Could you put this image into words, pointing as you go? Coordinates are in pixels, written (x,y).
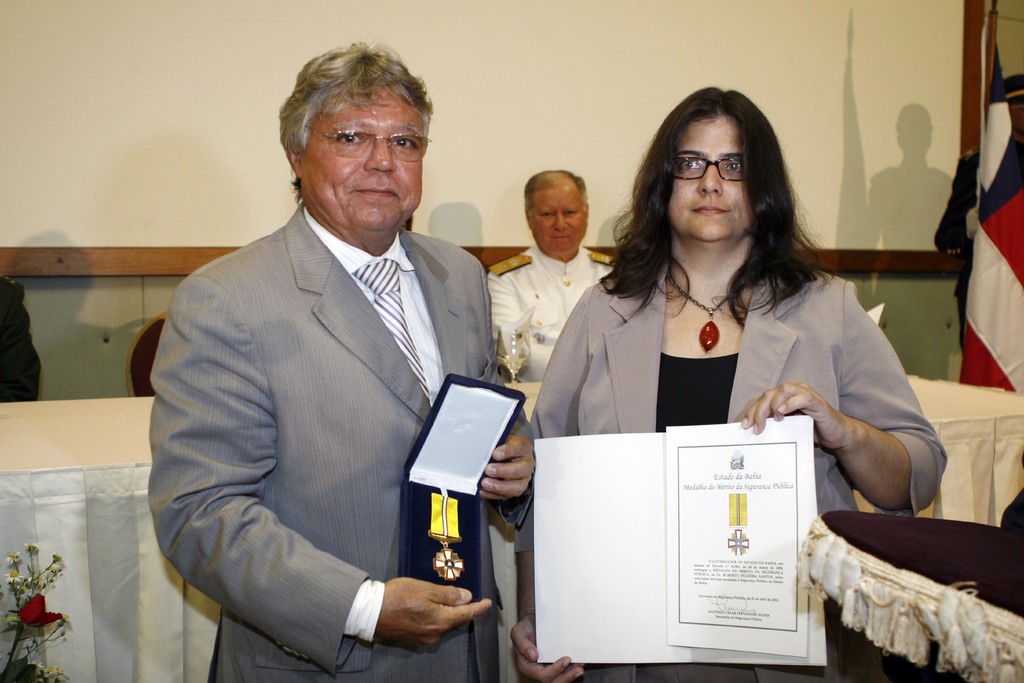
In the center of the image (451,356) we can see a man (406,387) is standing and smiling and holding a medal (455,531). And a lady (691,404) is standing and holding a certificate (688,590). In the background of the image (110,523) we can see a table (118,437), cloth (122,579), chair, some persons (971,271), flag (1001,291), wall (657,120), board (812,141). At the bottom of the image (26,647) we can see flower (47,620), plant (29,666) and a person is holding an object (931,582).
